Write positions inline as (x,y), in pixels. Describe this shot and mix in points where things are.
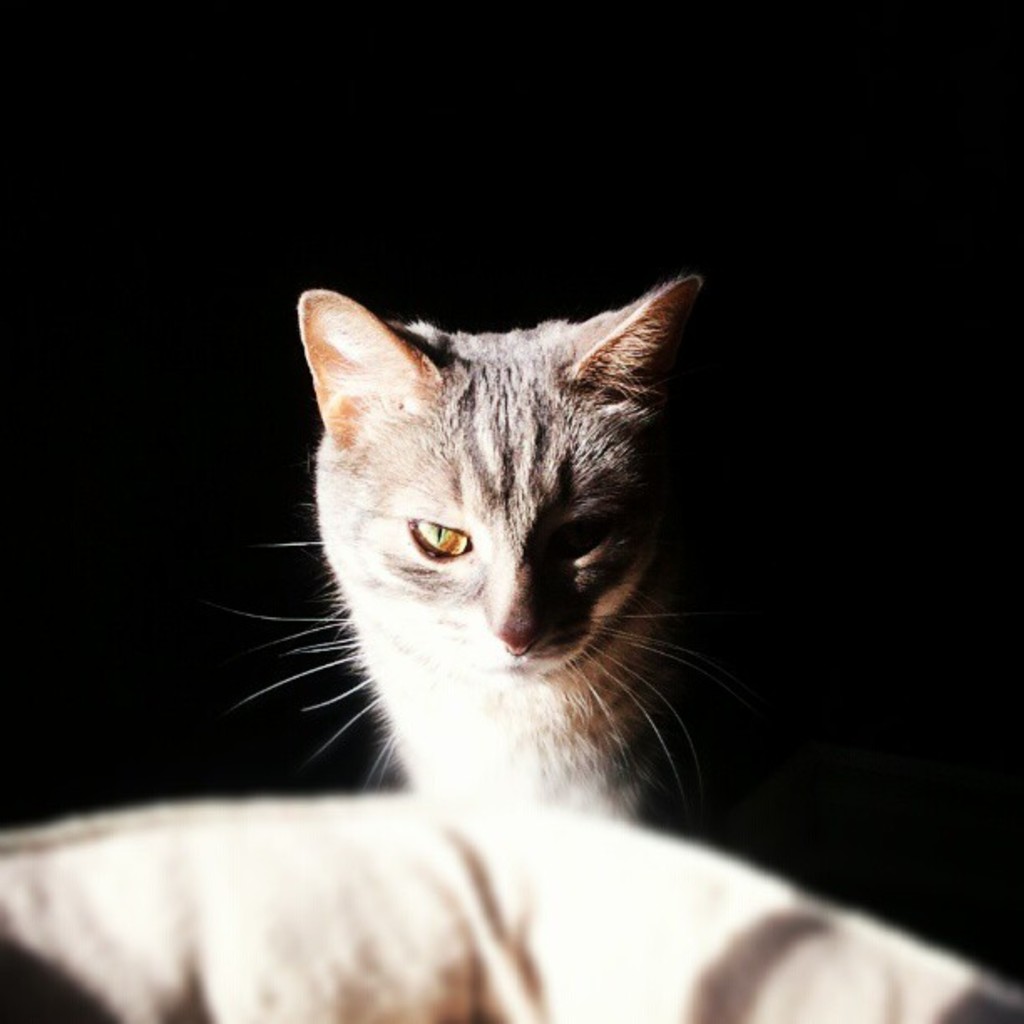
In the foreground of this image (629,529), there is a cat (549,567) in the middle (540,526). At the bottom (582,879), there is an object (703,907) and the background (826,278) image is dark.
